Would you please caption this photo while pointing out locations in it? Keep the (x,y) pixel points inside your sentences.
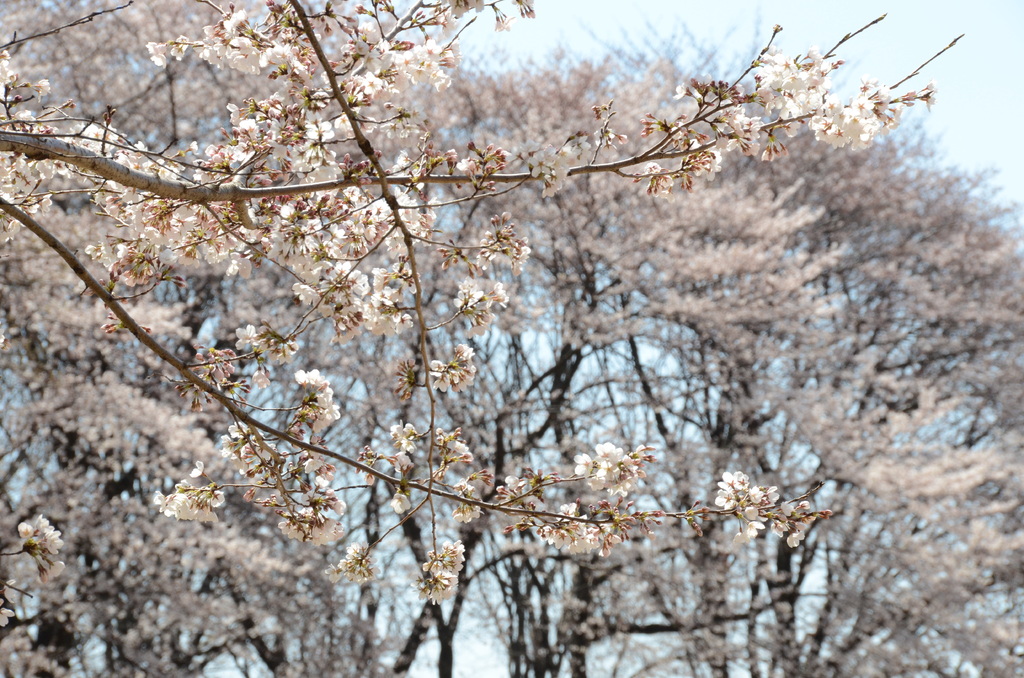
In this image we can see some trees (365,321) with flowers (803,85) and dried branches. We can also see the sky (852,78) which looks cloudy.
